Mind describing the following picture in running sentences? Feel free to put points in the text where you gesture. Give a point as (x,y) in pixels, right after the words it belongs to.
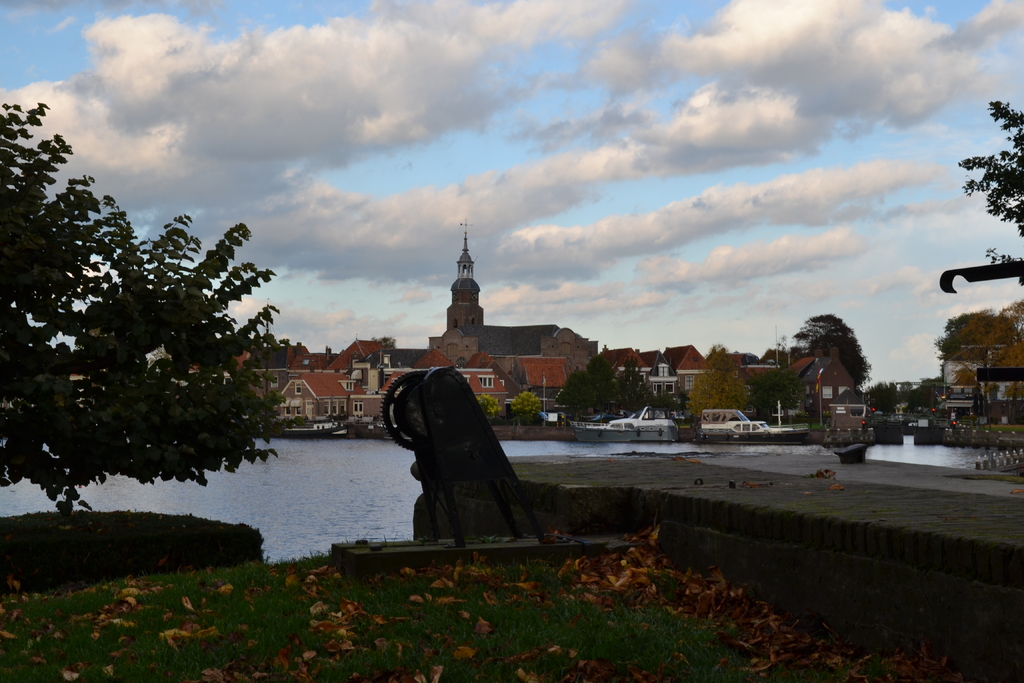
This image is taken outdoors. At the top of the image (425,171) there is the sky (729,241) with clouds (644,123). At the bottom of the image (531,656) there is a ground (279,617) with grass (638,624) on it and there are many dry leaves (586,581) on the ground (456,628). In the middle of the image (396,360) there are many houses (416,362) and buildings (669,359). There are many trees (631,377). Many vehicles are parked on the ground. There are many poles (821,407). There is a pond (297,509) with water (314,449) and there are two boats (669,433). On the left (59,393) and right sides of the image there are two trees (164,299).
